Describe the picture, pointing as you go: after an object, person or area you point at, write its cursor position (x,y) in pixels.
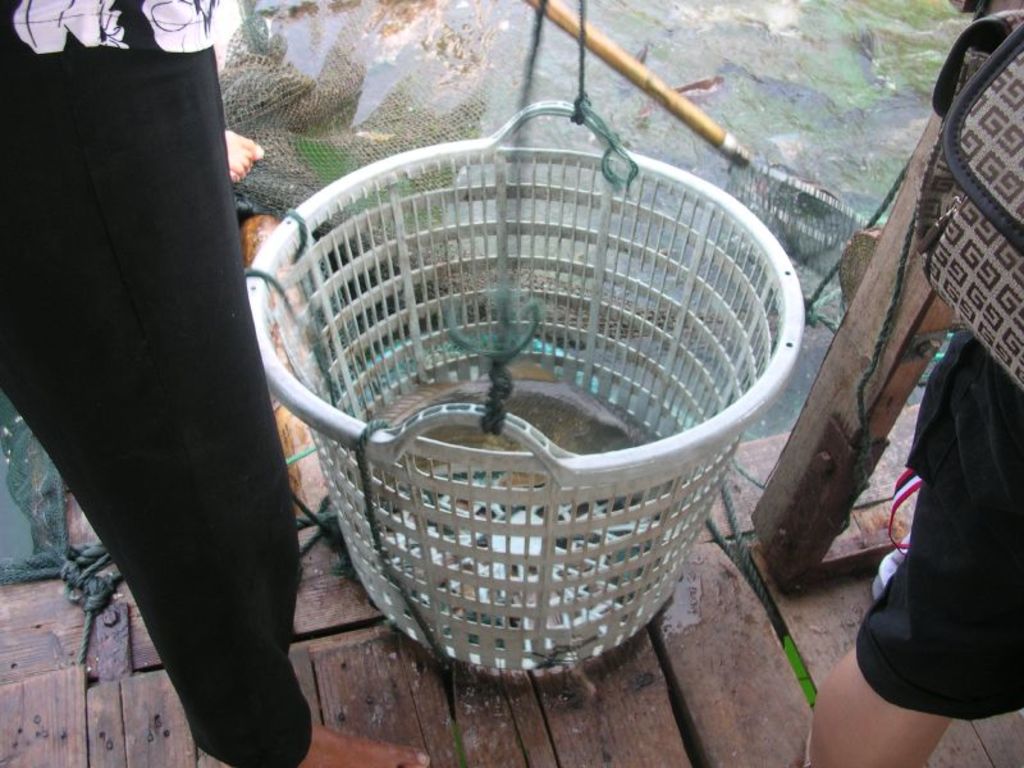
In the image there is a basket (445,304) and there are two people (952,583), behind the basket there is a water surface (589,85) and it looks like people (978,594) are fishing with the nets (318,88) in the water (488,63).
